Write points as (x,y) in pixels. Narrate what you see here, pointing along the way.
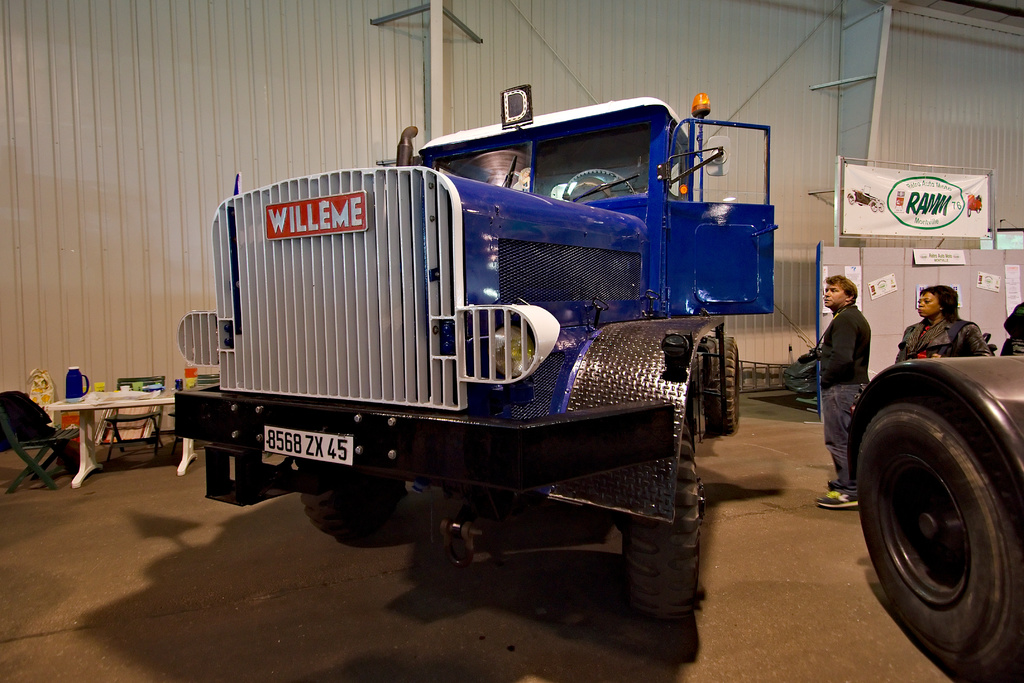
In this image there is a truck (512,282) in the middle (508,271). On the right side (841,334) there are few people (964,333) standing beside the truck (677,390). In the background (312,97) there is a wall (173,98). In front of the wall (91,376) there is a table (87,404) on which there is a jug (72,384), cup (123,390) and covers (135,394). There are chairs (128,416) around the table (123,404). On the right side (916,425) there is another vehicle (953,488) with the tyre (895,576).
